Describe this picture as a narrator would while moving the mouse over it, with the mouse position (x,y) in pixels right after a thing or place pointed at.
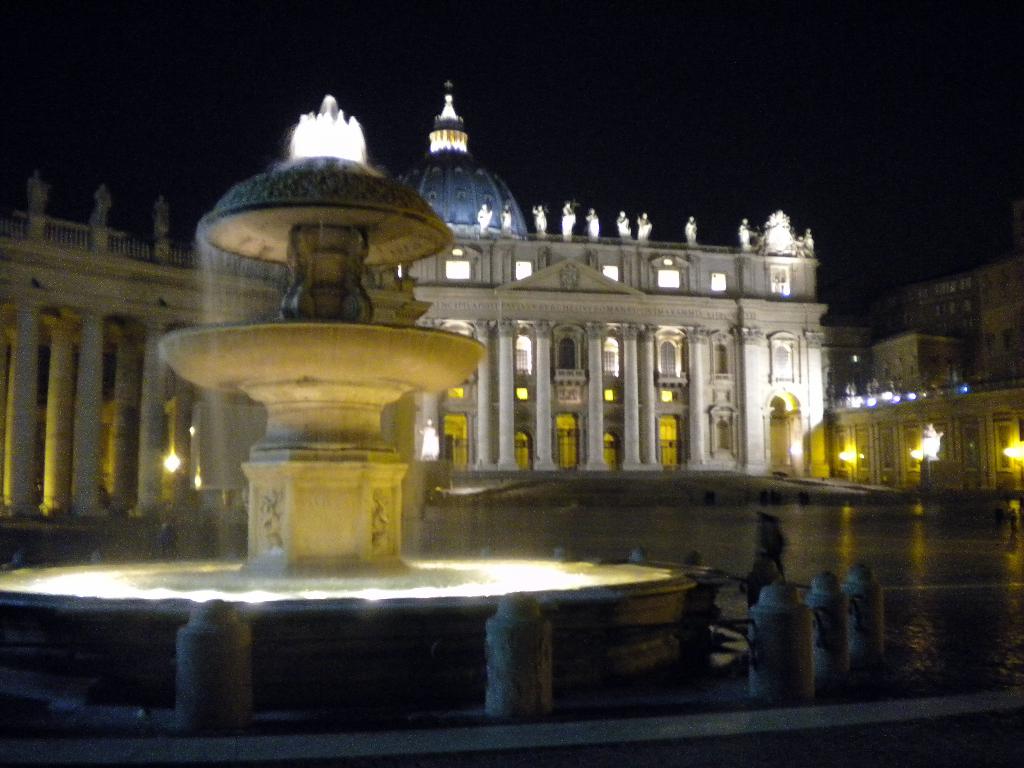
In this image, we can see a few buildings (669,387) with sculptures (785,249). We can see a fountain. There are some poles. We can see some lights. We can see the sky (847,205) and the ground (828,543).
